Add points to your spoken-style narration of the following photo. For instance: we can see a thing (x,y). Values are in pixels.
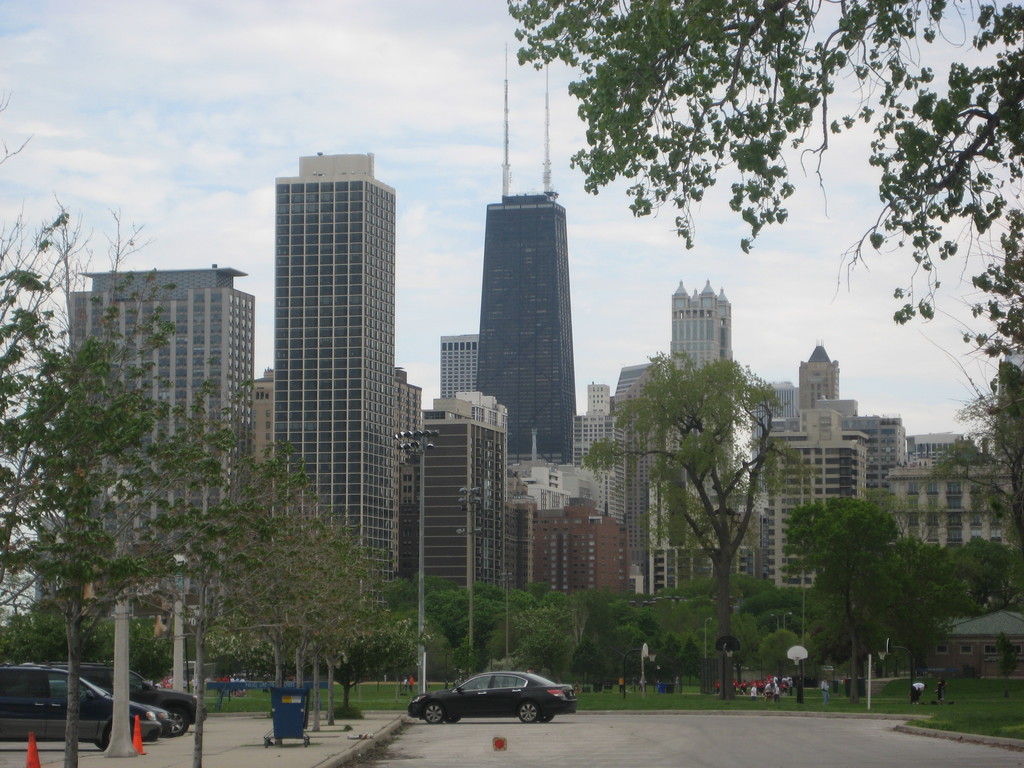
In this image we can see a car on the road (569,724) and some people (790,685) standing on the ground (731,705). We can also see some cars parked aside, the traffic poles (138,726) and a trolley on the footpath (251,751). We can also see a group of trees (748,619), grass (806,691), pillars (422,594), a group of buildings (775,567) with windows (498,463), poles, lights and the sky (745,312) which looks cloudy.
